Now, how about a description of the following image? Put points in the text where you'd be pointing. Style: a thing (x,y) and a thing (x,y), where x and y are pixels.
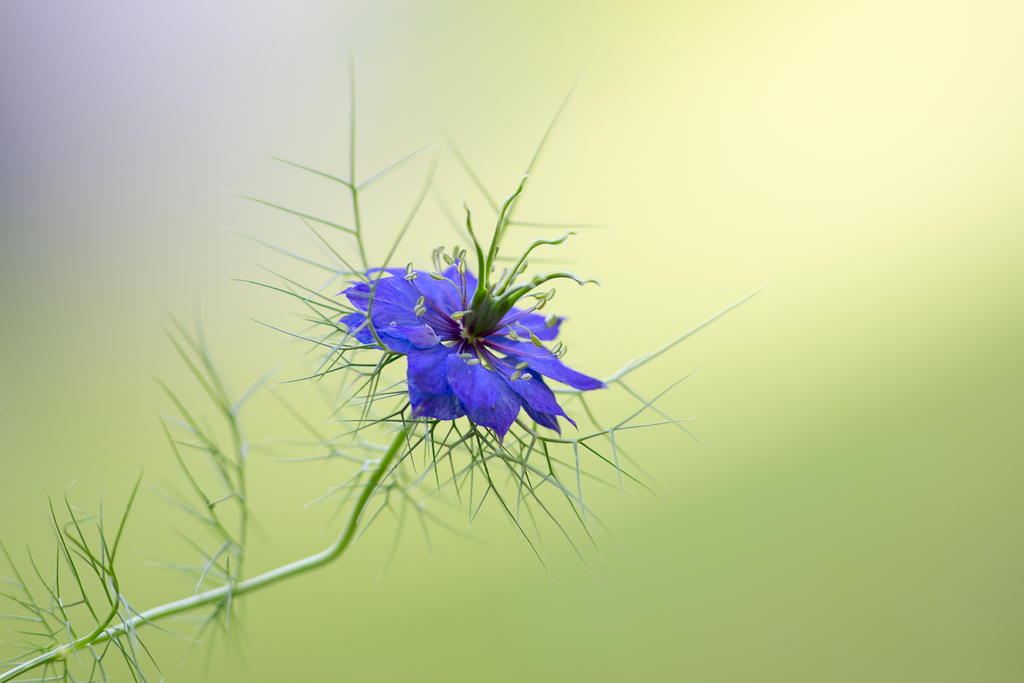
In the center of the image (429,399) there is a flower (463,382) which is in violet color.
